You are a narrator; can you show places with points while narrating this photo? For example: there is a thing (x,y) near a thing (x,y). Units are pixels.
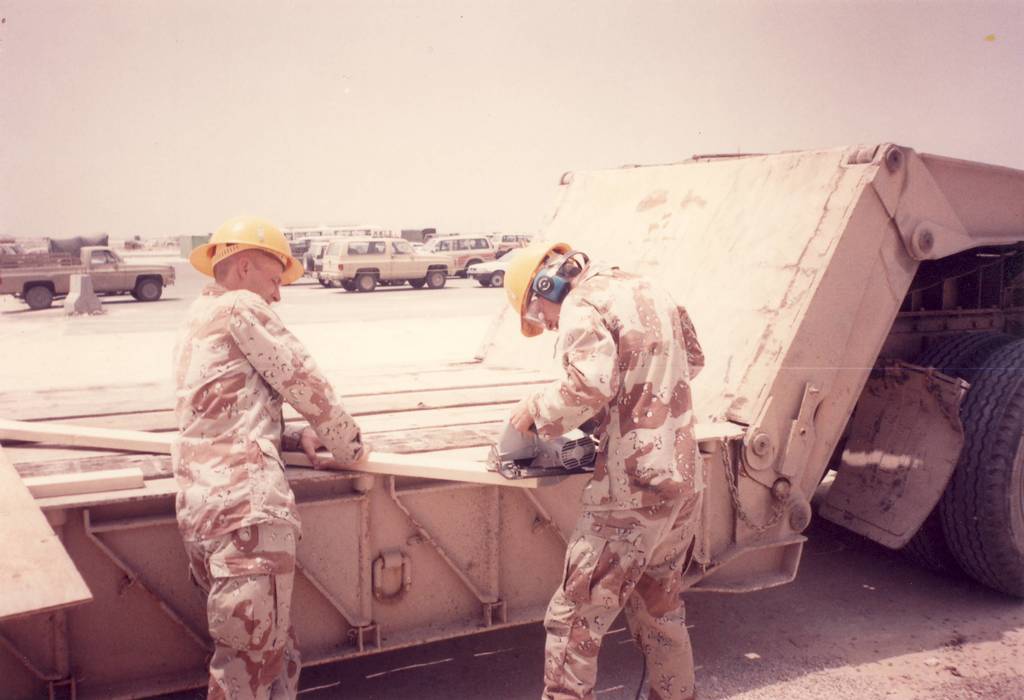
In the foreground of the picture (849,277) I can see the truck (951,337) on the road (357,669). I can see two men (268,678) standing on the floor (340,307) and there is a hard hat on their head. I can see a man (570,282) on the right side (690,350) is holding the mechanical device (504,432). In the background (53,269), I can see the vehicles (402,246). I can see the barricade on the road (63,344) on the left side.
